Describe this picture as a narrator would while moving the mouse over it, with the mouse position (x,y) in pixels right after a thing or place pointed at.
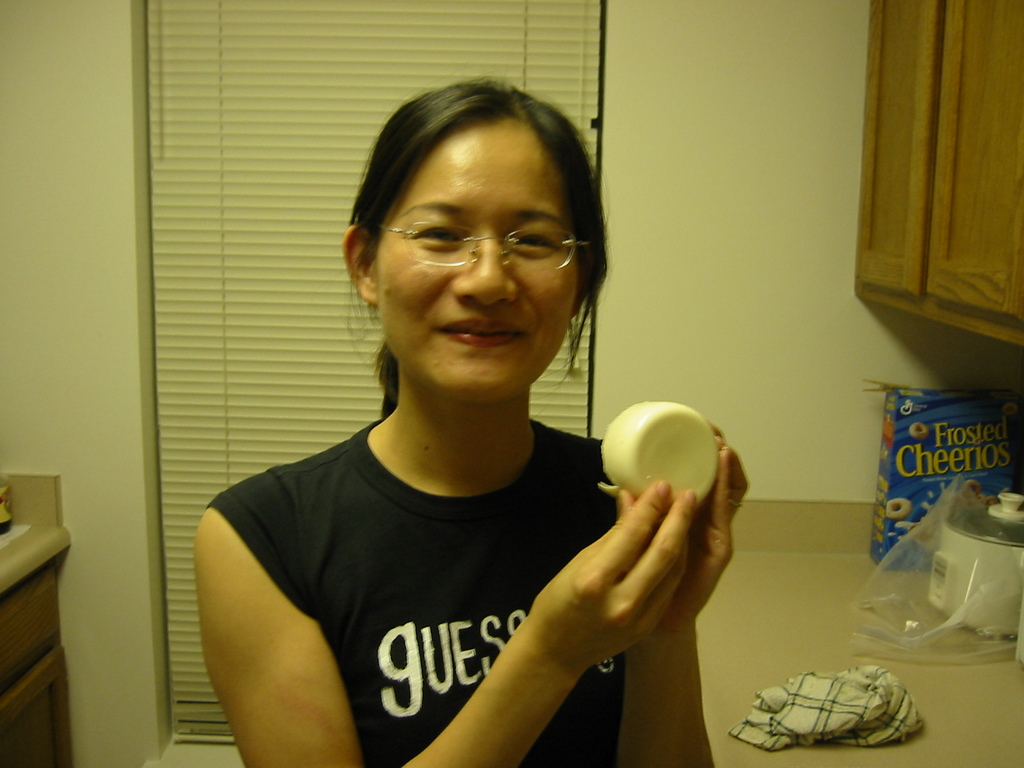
In this image, we can see a person (560,562) holding an object (611,492). We can see the wall (657,160) and the window blind (382,24). We can also see some objects (934,551) on the right (956,566). We can also see some wood (15,599). We can also see an object (60,570) on the left (48,559).
